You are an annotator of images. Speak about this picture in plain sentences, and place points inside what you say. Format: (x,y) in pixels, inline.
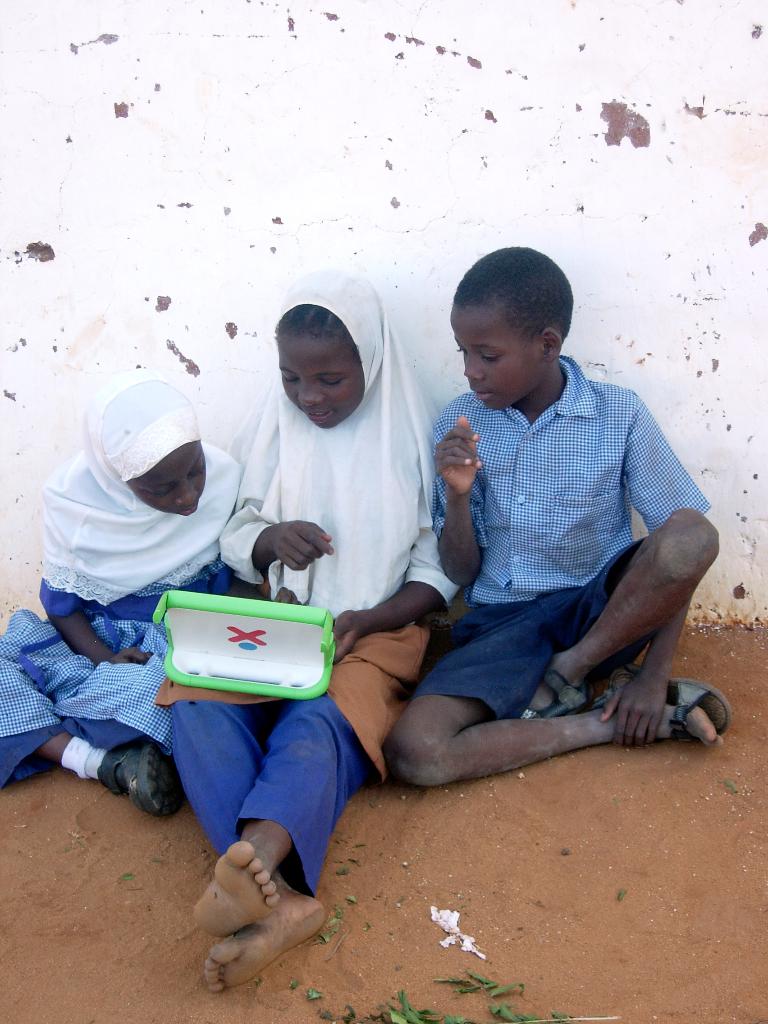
In the center of the picture (507,342) there are three kids (299,577) sitting on the ground (36,924). In the foreground (19,923) there is red soil (535,868). In the background (393,173) it is wall (269,235).
